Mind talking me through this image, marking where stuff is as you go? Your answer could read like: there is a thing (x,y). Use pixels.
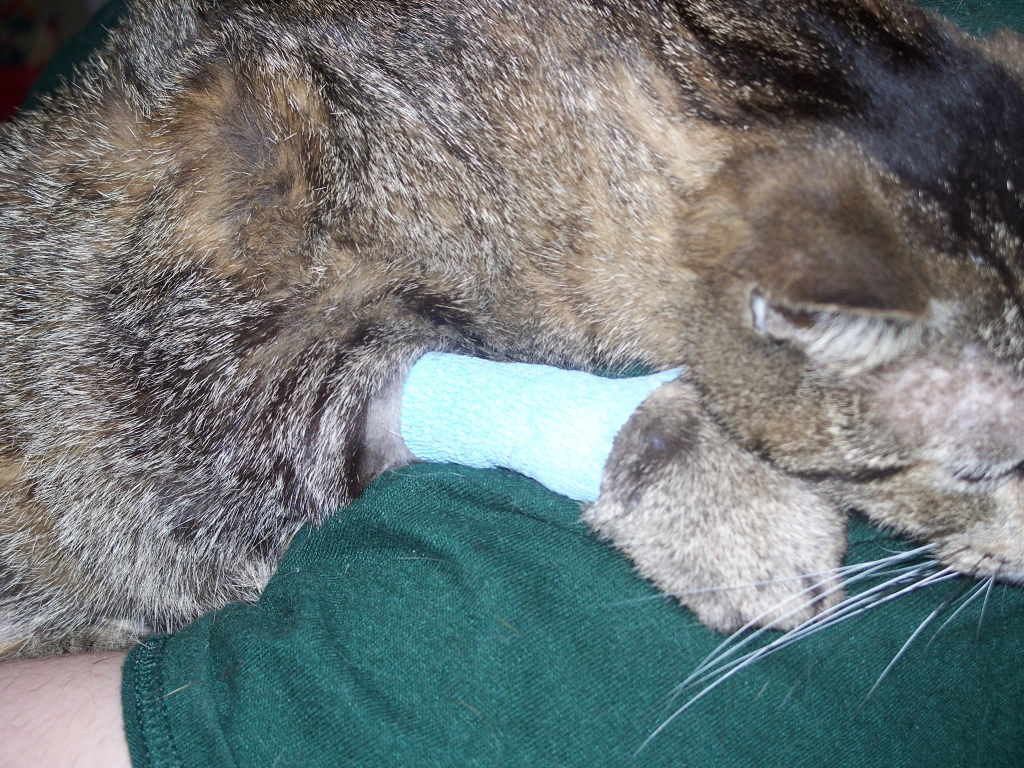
In this image, cat (193,393) with band (497,430) is laying on the human (638,646). Here we can see cloth (323,712) and human body (80,732).
